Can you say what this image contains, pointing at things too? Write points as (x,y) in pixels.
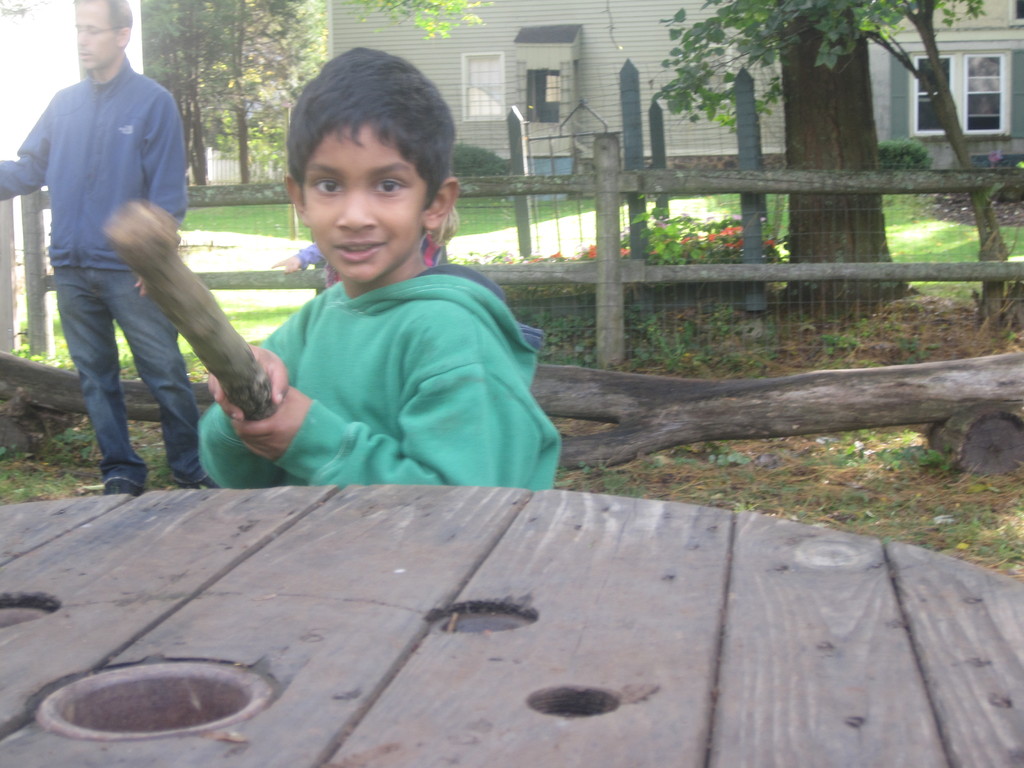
This is a picture taken in the outdoor. This is a boy (373,272) who is in green hoodie (369,364) holding a stick (202,312). In front of the boy (482,407) there is a table (628,552) and left side of the boy (305,318) there is a man (95,193) who is in blue shirt (92,168). Background of this people (311,175) there is a house (505,70), trees (211,48).
